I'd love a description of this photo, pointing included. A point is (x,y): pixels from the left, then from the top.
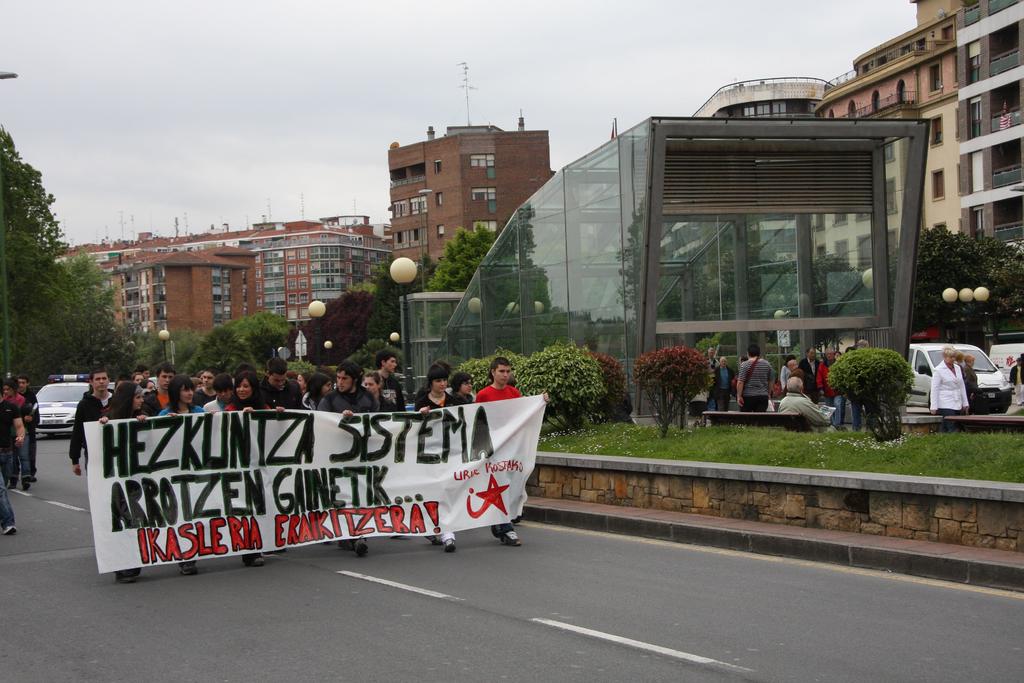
In this image we can see few persons (213,412) are walking on the road (177,645) and among them few persons (88,404) are holding a banner (286,520) in their hands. In the background (329,325) we can see plants (125,343), poles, few persons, vehicles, grass (783,455), buildings (972,79), windows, glasses (845,238), objects (520,208), poles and clouds (242,56) in the sky (410,91).
